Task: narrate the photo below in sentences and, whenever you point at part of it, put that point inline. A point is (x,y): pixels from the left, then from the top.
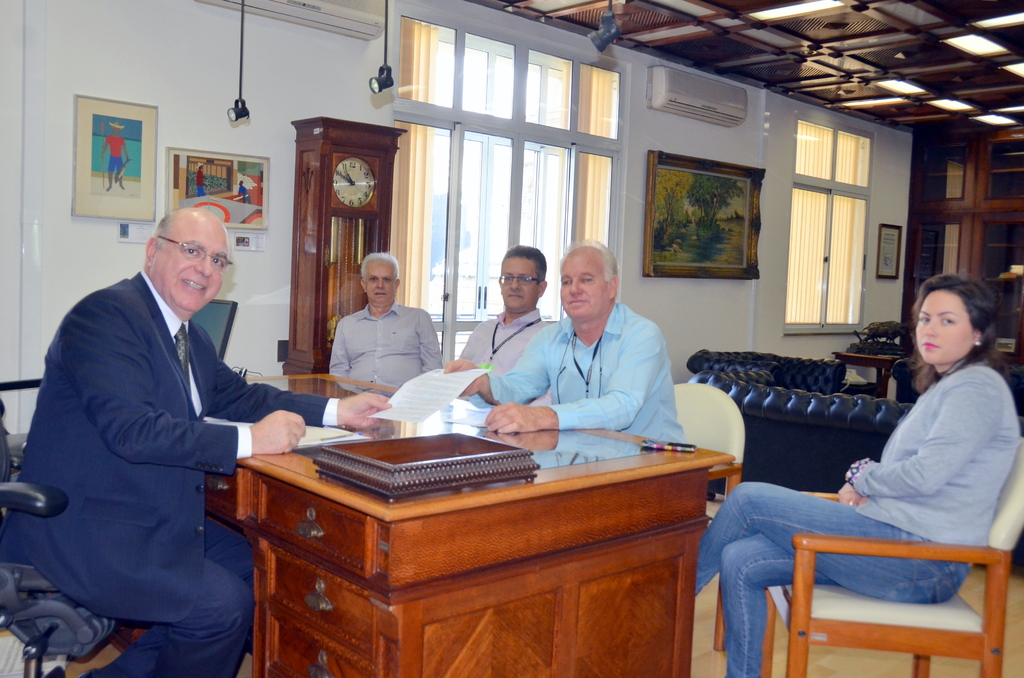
In this an image there a table (317,560) on which a box (503,465) and papers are kept and pens (694,446) are kept and there are some people (641,400) sitting on the chair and in the background (154,160) there is a wall (651,131) on which some pictures (149,181) are placed and there is AC (687,99) which is on the wall (719,135).
